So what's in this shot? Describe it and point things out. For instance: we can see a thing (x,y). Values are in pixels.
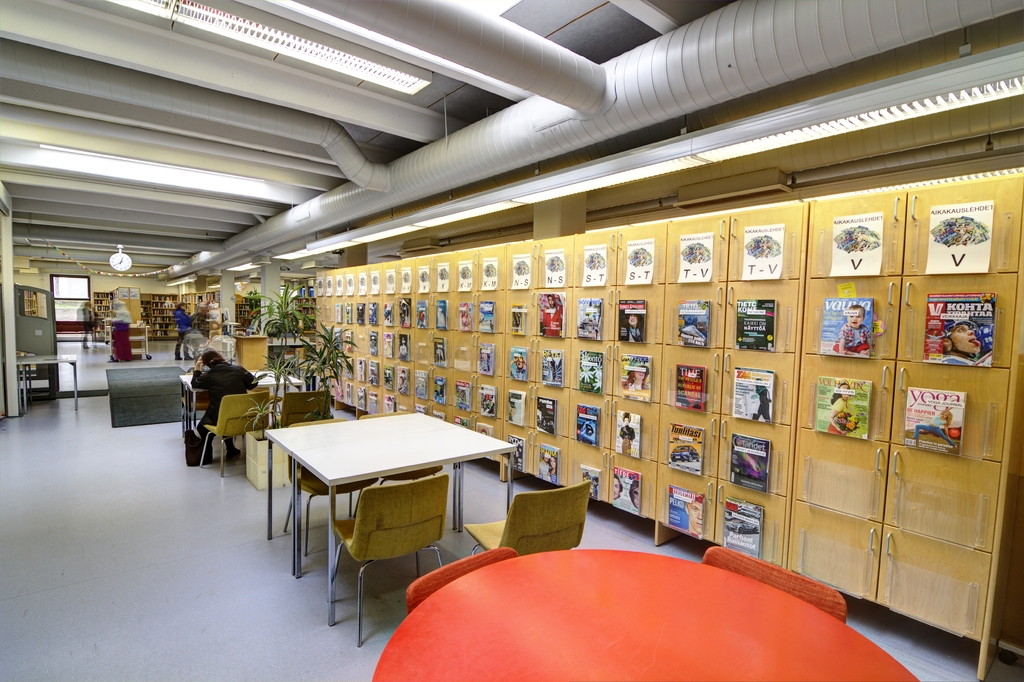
In this picture we can see a person (239,454) sitting on the chair (237,416). These are the tables (563,622) and these are the chairs (774,578). This is the floor (70,529). And even we can see a person (208,309) standing here. This is the roof (362,100) and these are the lights (357,66). Here we can see a cupboard (608,396).
